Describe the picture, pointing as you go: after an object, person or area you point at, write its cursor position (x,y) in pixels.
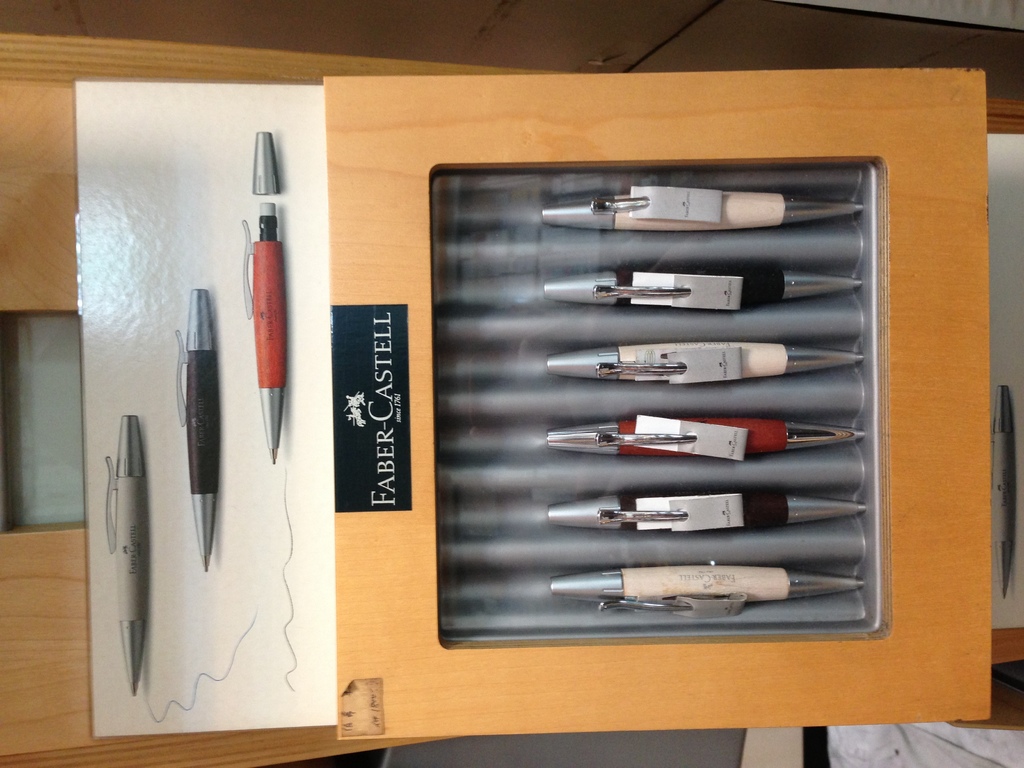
In this image I see a box (570,170) on which there are number of pens (625,374) which are of cream, black, red and grey in color and this box (698,136) is on a brown color surface (225,753) and I see few words (373,418) written over here and I see a brown color sticker (364,704) over here.
